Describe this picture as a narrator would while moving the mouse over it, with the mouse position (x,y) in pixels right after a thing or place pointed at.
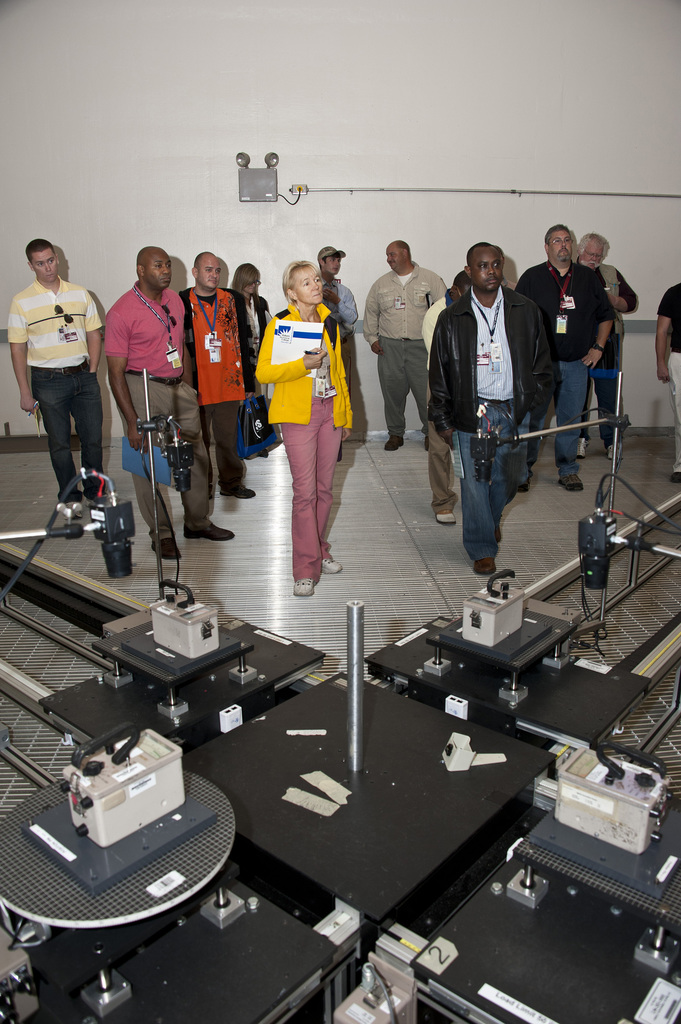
In the image there are a group of people (246,327) standing on the floor (631,500) in a room (238,27) and in front of them there is a lot of equipment (456,766) and all of them were wearing ID cards (562,320) and a few were holding files (145,455), in the background (256,102) there is a wall (370,114).
